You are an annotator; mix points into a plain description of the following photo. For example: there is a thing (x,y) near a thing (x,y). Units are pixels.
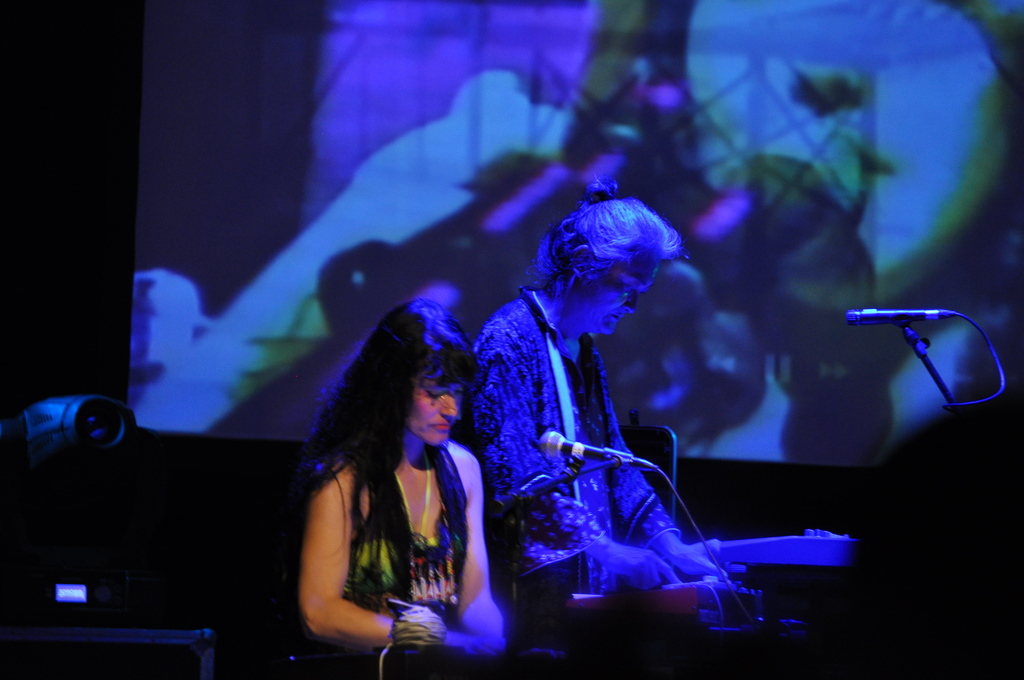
In this picture I can see there is a woman (322,531) sitting and playing the music instrument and there is a micro phone (543,443) and there is another person (655,555) standing here and there is a screen (391,266) here in the backdrop (462,222).
